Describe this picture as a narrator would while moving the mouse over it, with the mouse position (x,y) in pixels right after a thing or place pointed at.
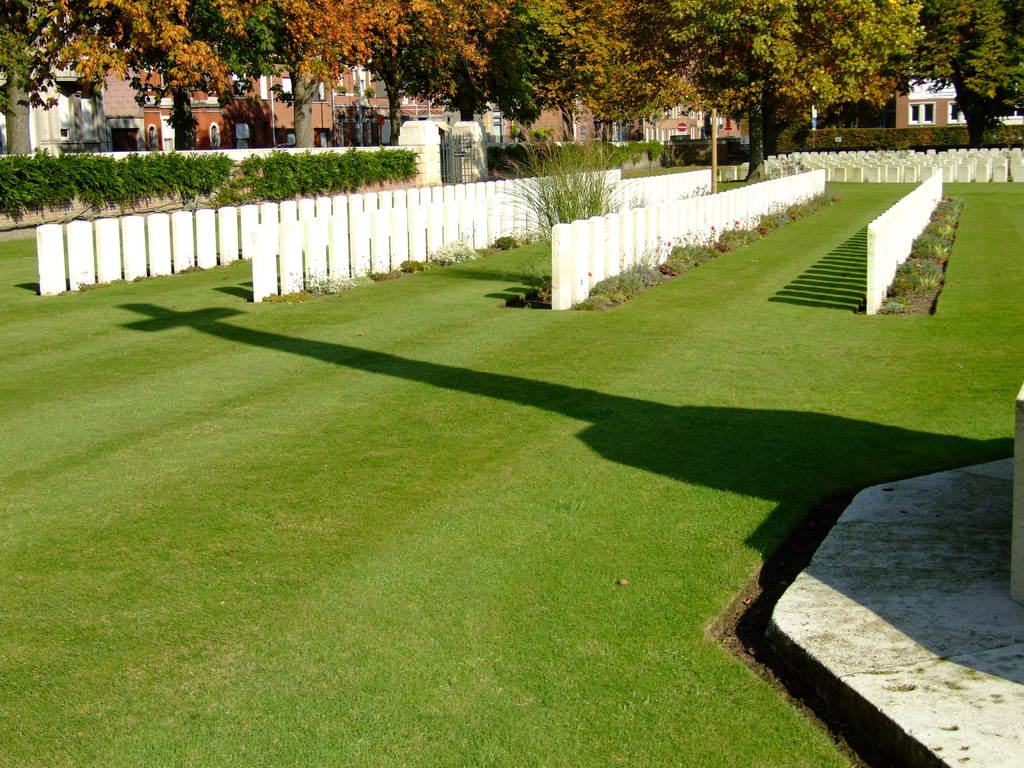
In this image we can see some buildings (915,110), one pipe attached to the building wall (690,117), one red board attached to the building (689,131), one gate (450,168) attached to the garden wall pillars (420,149), one concrete object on the right side of the image (1006,535), some fences (433,206) on the ground (611,345), some stones (1000,160) looks like grave stones (1014,157) on the ground (987,388), one pole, some plants (672,255) with flowers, some trees (974,115), bushes (350,153), plants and grass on the ground (970,392).
